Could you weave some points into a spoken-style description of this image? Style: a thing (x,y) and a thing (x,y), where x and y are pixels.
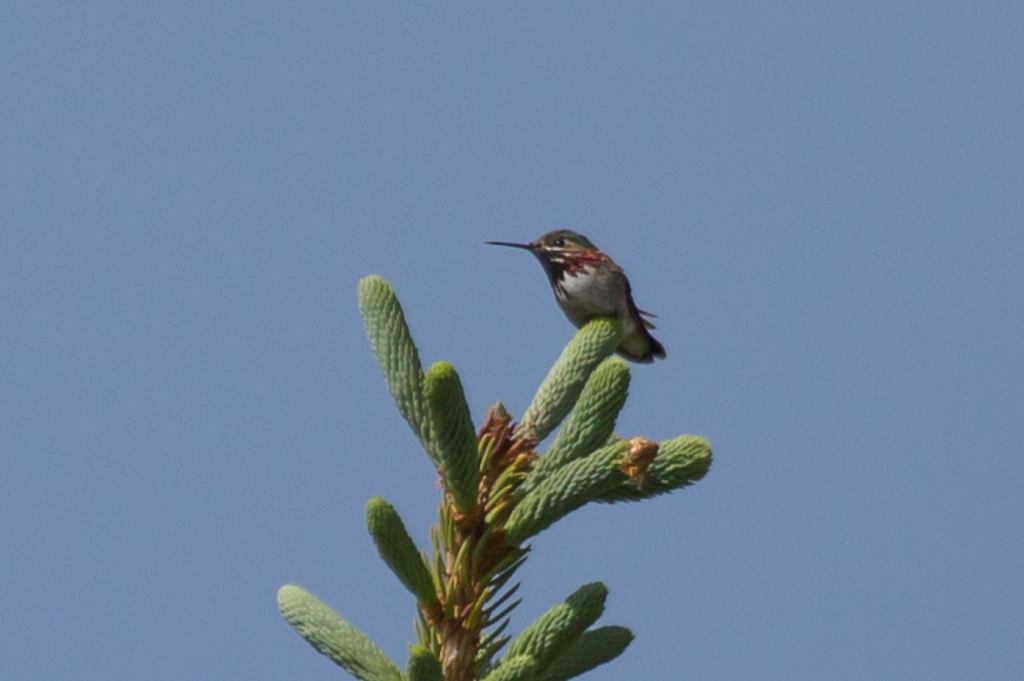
This image consists of a plant (467,453). On which we can see a bird (597,278). In the background (640,170), there is sky (766,146).
